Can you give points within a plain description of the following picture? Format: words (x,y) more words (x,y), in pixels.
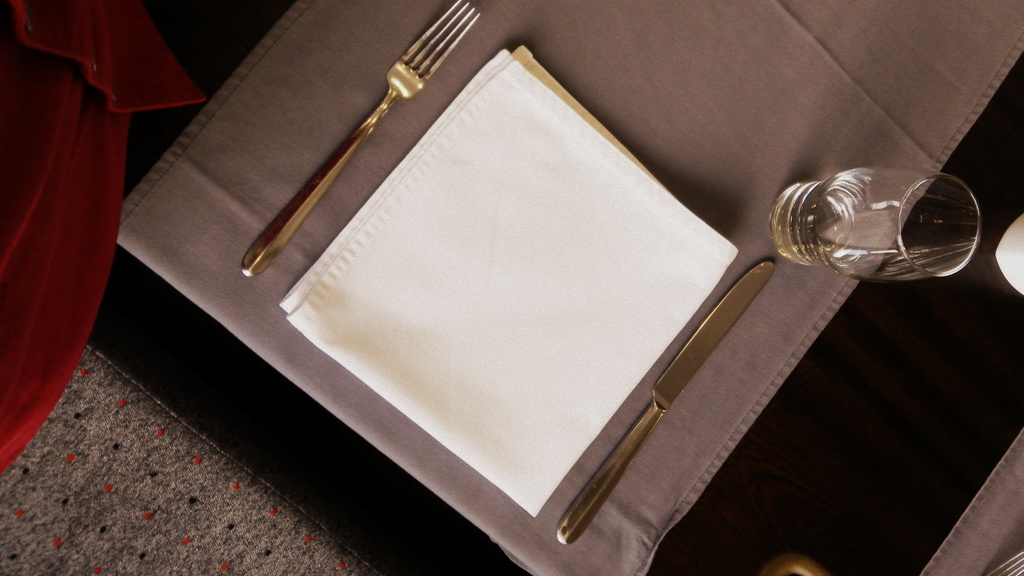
In this image there are napkins (496,160), fork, knife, glass (877,266) on the grey color cloth (299,347), which is on the table (979,442).
